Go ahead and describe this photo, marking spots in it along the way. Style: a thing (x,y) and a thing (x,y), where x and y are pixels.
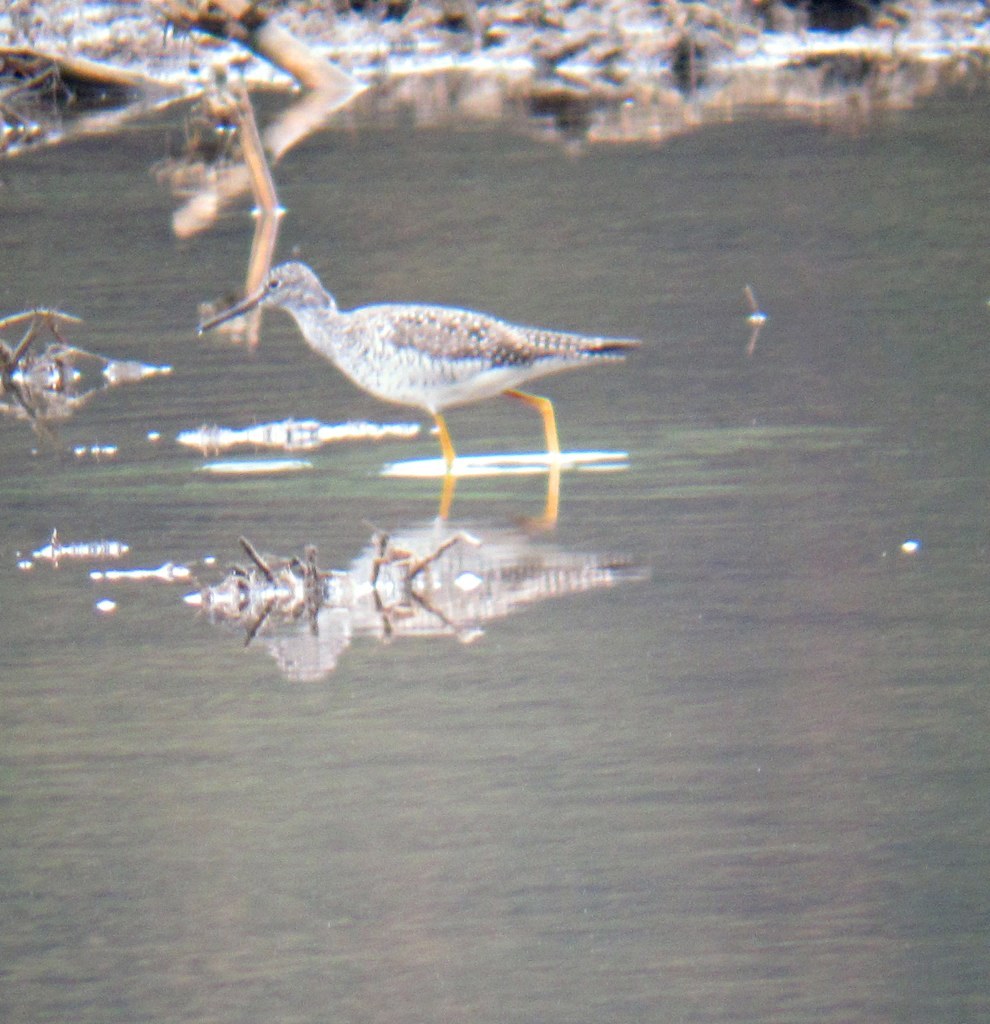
In the picture I can see a bird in the water (700,426). These are looking like small plants (514,15) at the top of the picture (613,19).
